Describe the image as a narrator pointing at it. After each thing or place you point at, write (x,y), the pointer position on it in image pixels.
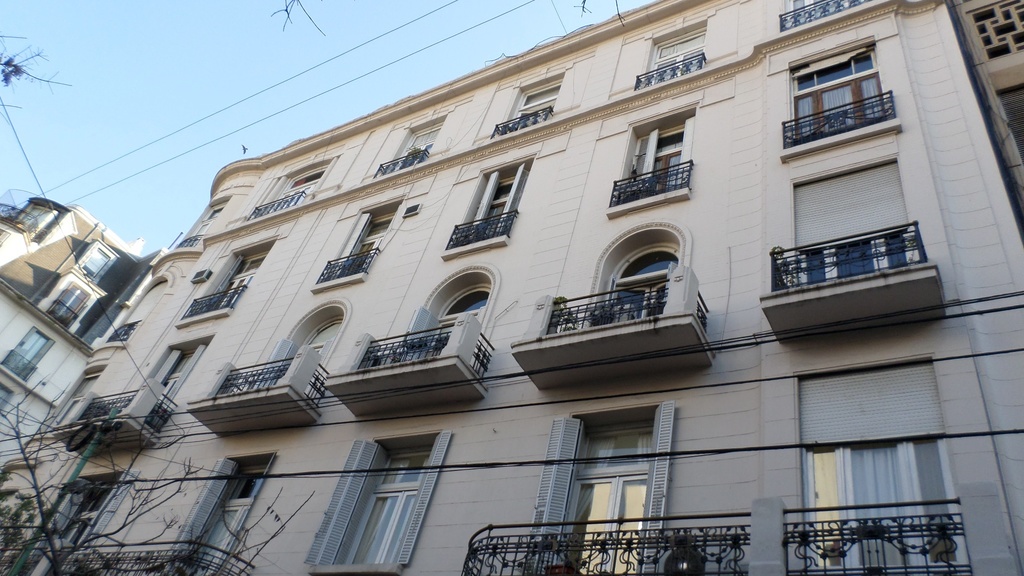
In this image there are buildings (675,434) and we can see railings (573,524). In the background (206,117) there are wires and we can see the sky (143,122). There are trees (49,478).
